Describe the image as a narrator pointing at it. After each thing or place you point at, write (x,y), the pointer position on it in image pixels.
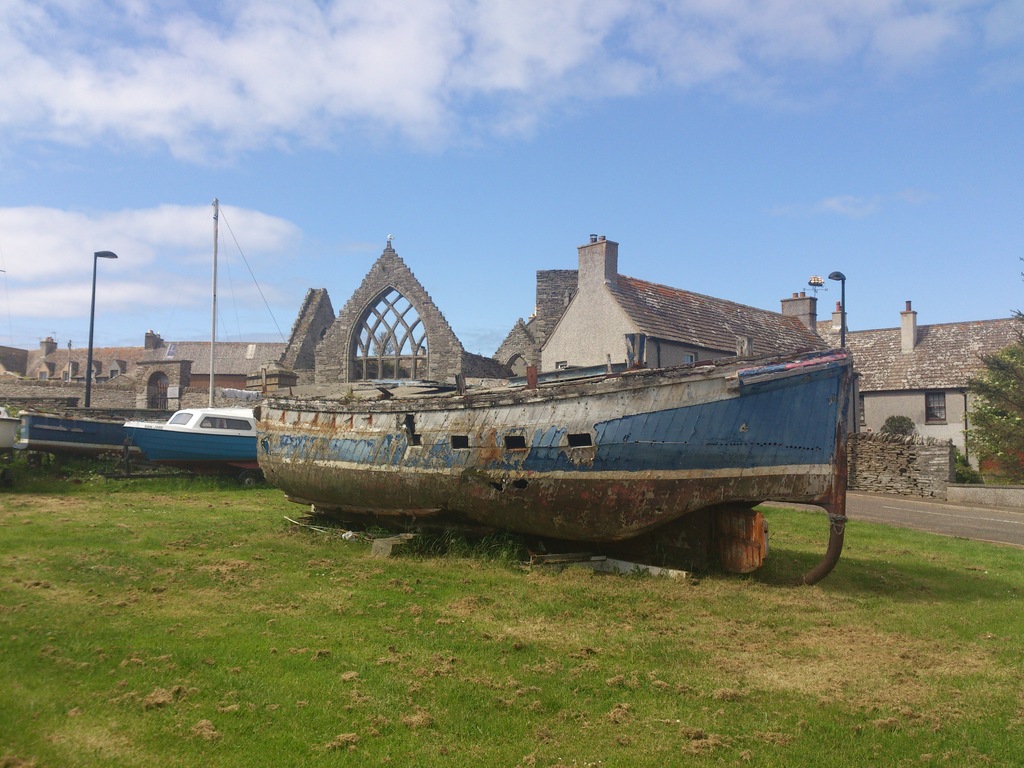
In this image we can see some boats (557,436) placed on the ground (740,649). We can also see some grass (271,626), buildings (901,410), plants (893,428), a tree (983,438) and the sky (738,250) which looks cloudy.
